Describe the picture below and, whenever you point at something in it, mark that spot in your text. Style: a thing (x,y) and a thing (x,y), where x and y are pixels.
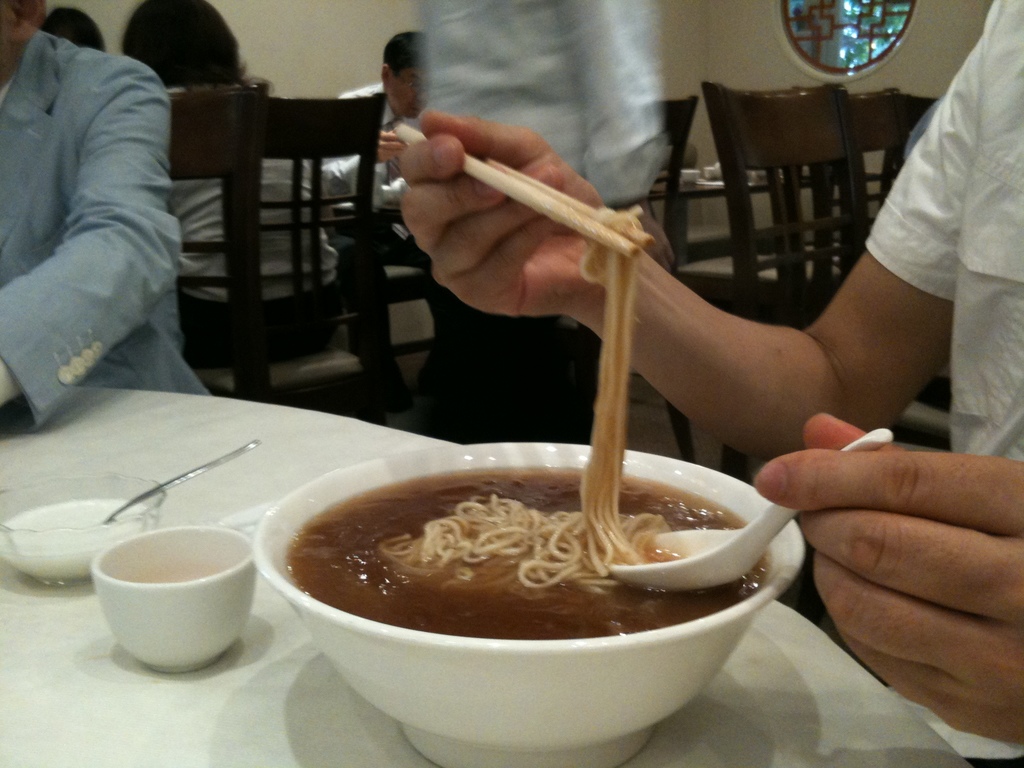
In this picture there is a man (950,498) who is wearing white shirt (1020,209) and holding chopstick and spoon (658,568). On the left (163,265) there is another man (87,195) is wearing suit (45,138). Both of them are sitting near to the table (176,673). On the table (277,734) we can see cups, spoon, noodles (611,457) and soup (600,626). In the background (379,154) we can see the group of persons (356,166) were sitting on the chair (299,169). At the top (478,53) there is a man (497,71) who is standing near to them. On the top right corner (876,59) there is a window (841,68). Through the window (860,38) we can see the trees (874,50).
